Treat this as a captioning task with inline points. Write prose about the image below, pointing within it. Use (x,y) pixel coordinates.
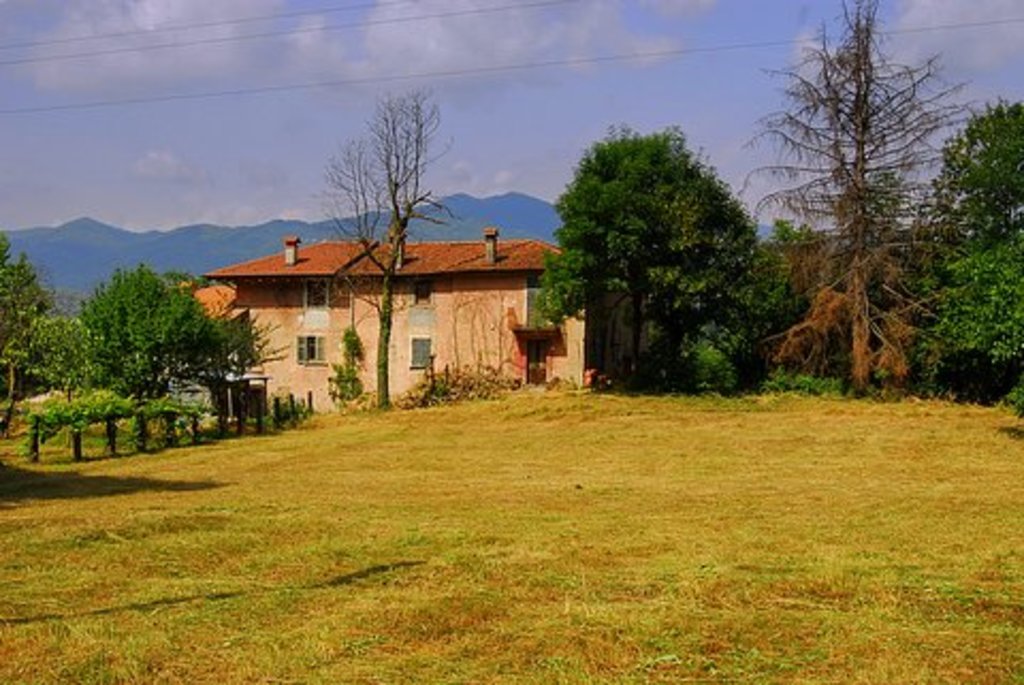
In this picture we can see house (392,353), trees (962,241), grass (430,653) and hills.
